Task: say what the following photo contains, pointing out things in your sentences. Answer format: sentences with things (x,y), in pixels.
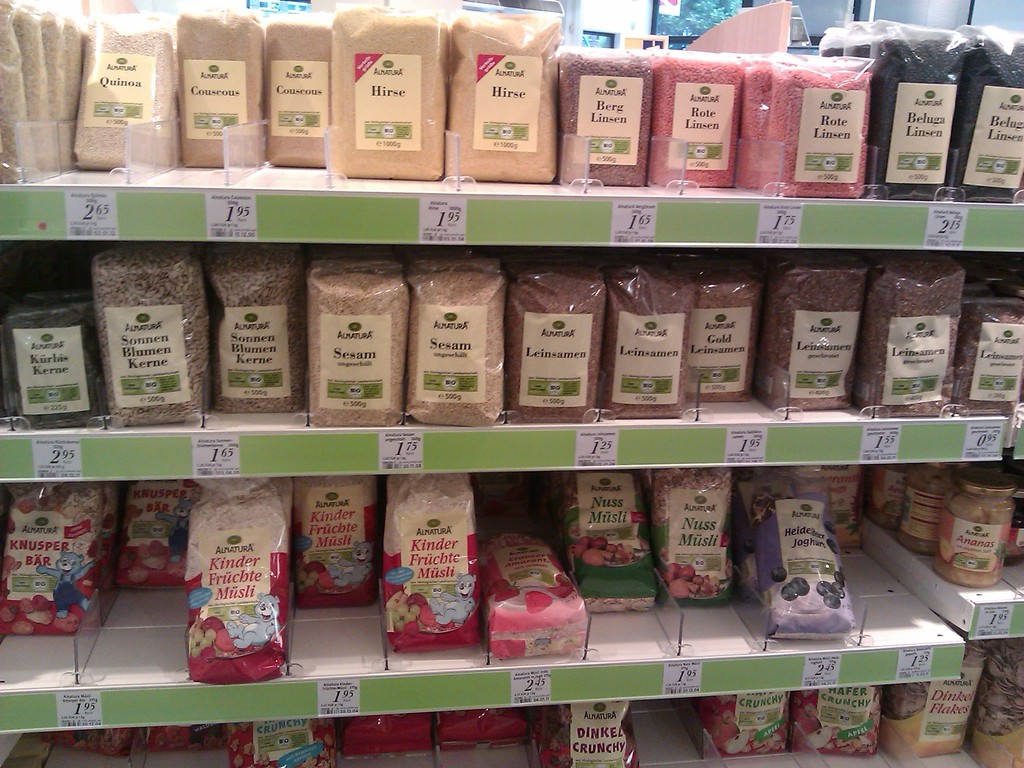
In this image we can see some spices (571,308) and pulses (578,361) in the covers (591,321) and containers (960,559) placed in the shelves (433,427). We can also see some papers (98,231) with text (129,342) and numbers (99,212) on it pasted.
